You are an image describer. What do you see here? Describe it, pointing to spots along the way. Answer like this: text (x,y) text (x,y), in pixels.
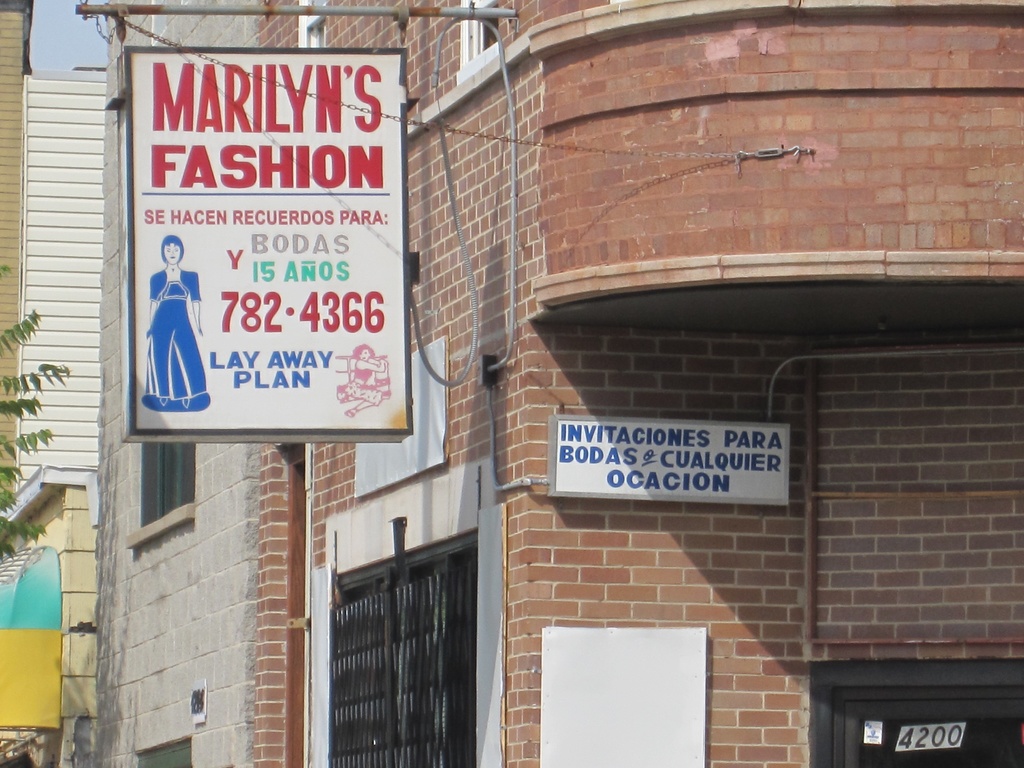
In the picture we can see some board (277,175) attached to the building (689,533) and in the background of the picture (69,316) there are some buildings (74,187) and clear sky (41,62).
